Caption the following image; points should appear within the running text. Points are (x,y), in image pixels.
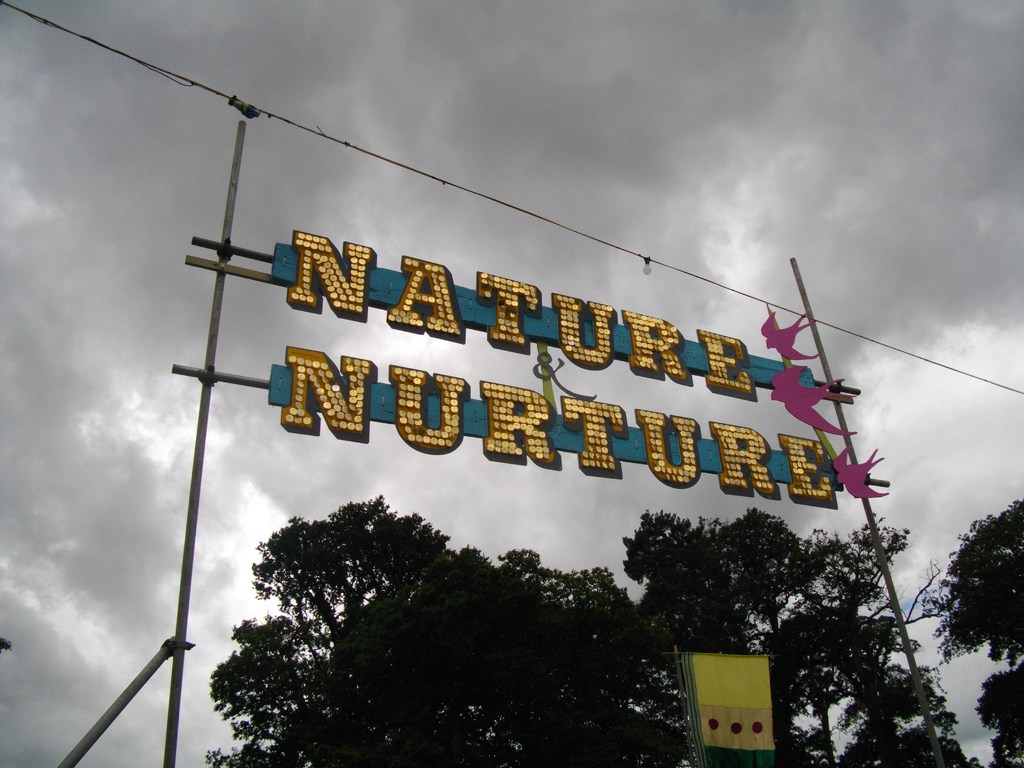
In this picture, we can see poles (807,298), board (809,375) with some text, paper crafts (856,472), and some object (712,671) in the bottom of the picture (726,671), trees (731,598), wire (991,382) and the sky (575,237) with clouds (349,201).
